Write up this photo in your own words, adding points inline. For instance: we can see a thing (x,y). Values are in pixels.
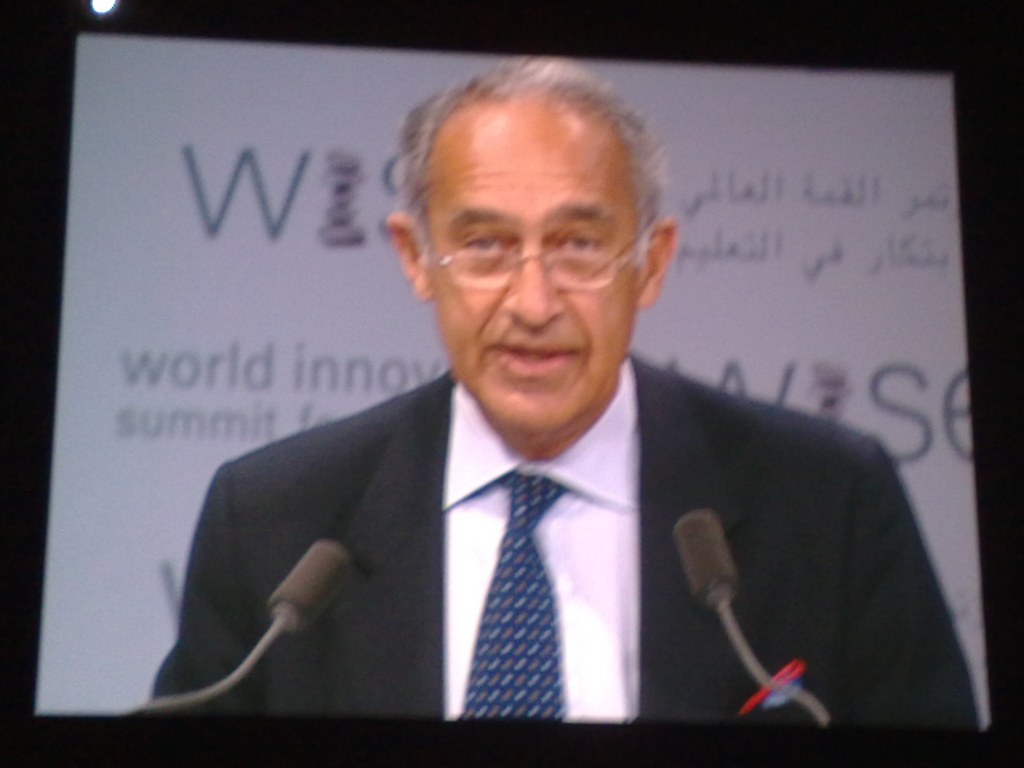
In this image in the front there are mics (303,562) and in the center (444,456) there is a man (593,494). In the background (236,283) there is a board (314,317) with something written on it.
